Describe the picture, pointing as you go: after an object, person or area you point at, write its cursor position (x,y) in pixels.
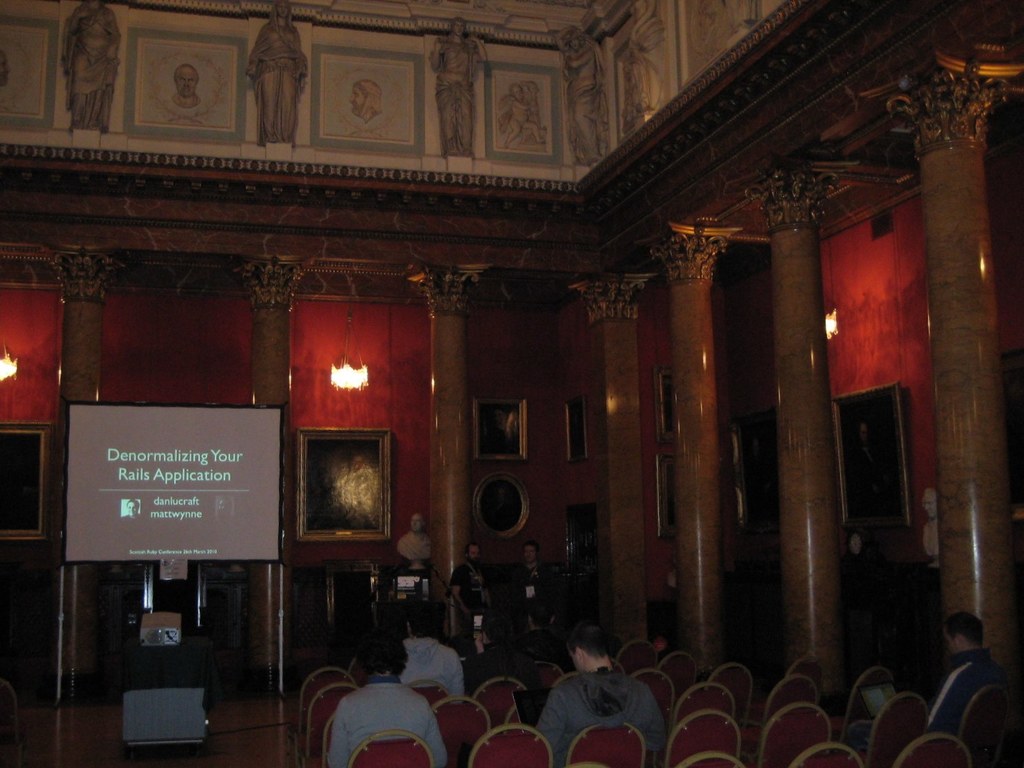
This picture was taken inside the building (401,435). These are the pillars (93,291). I can see the photo frames (513,452) attached to the wall (852,370). These are the sculptures (82,44). I can see few people (423,637) sitting on the chairs (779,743). This looks like a screen (132,541) with the display (245,513). These are the lamps (348,377) hanging to the roof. I can see two people (478,577) standing. This looks like a sculpture (431,549), which is placed on the table (418,576). I can see the empty chairs (649,686).
